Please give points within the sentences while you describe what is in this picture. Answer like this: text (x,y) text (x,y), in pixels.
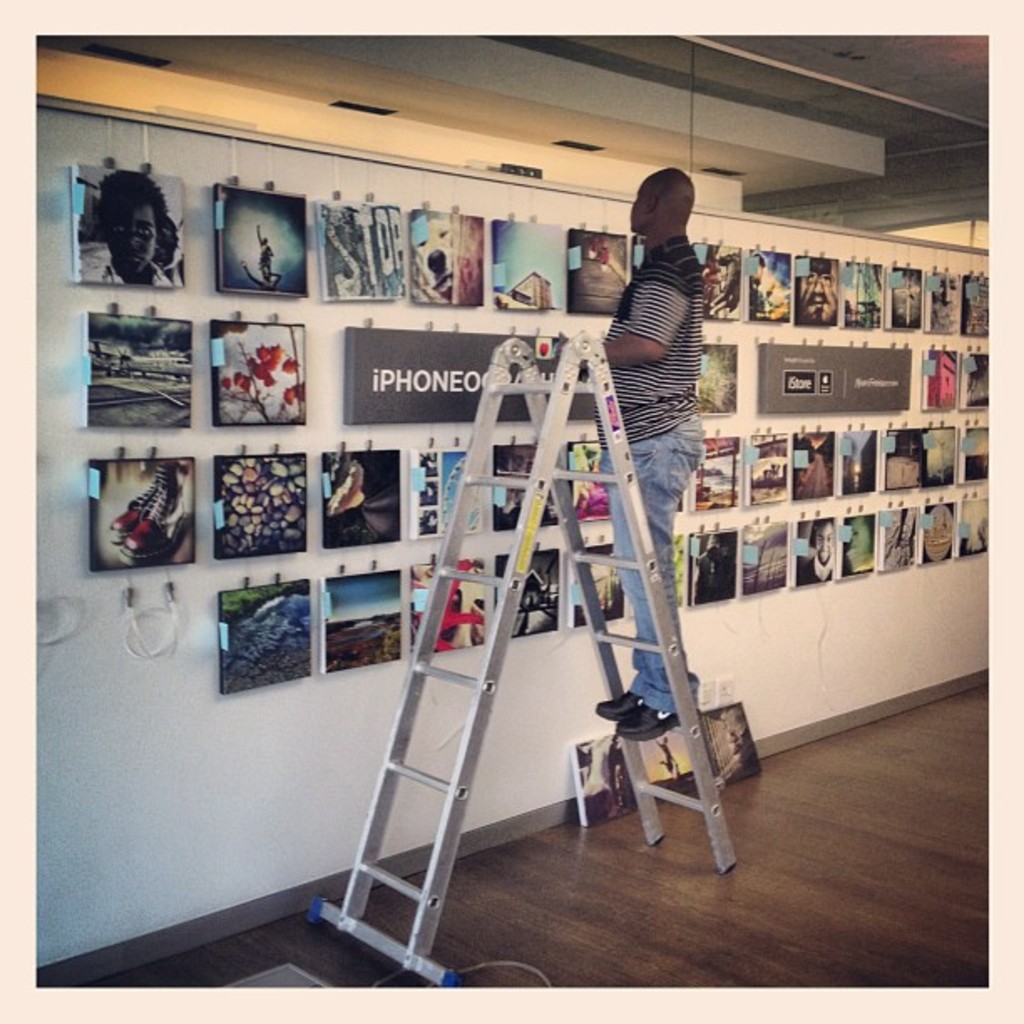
In the image there is a man (648,482) standing on the ladder (497,617). Behind him on the wall (271,574) there are many photo frames (394,501) and also there are boards (373,395) with text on it. Beside the ladder (567,388) on the floor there is a photo frame (590,771).
